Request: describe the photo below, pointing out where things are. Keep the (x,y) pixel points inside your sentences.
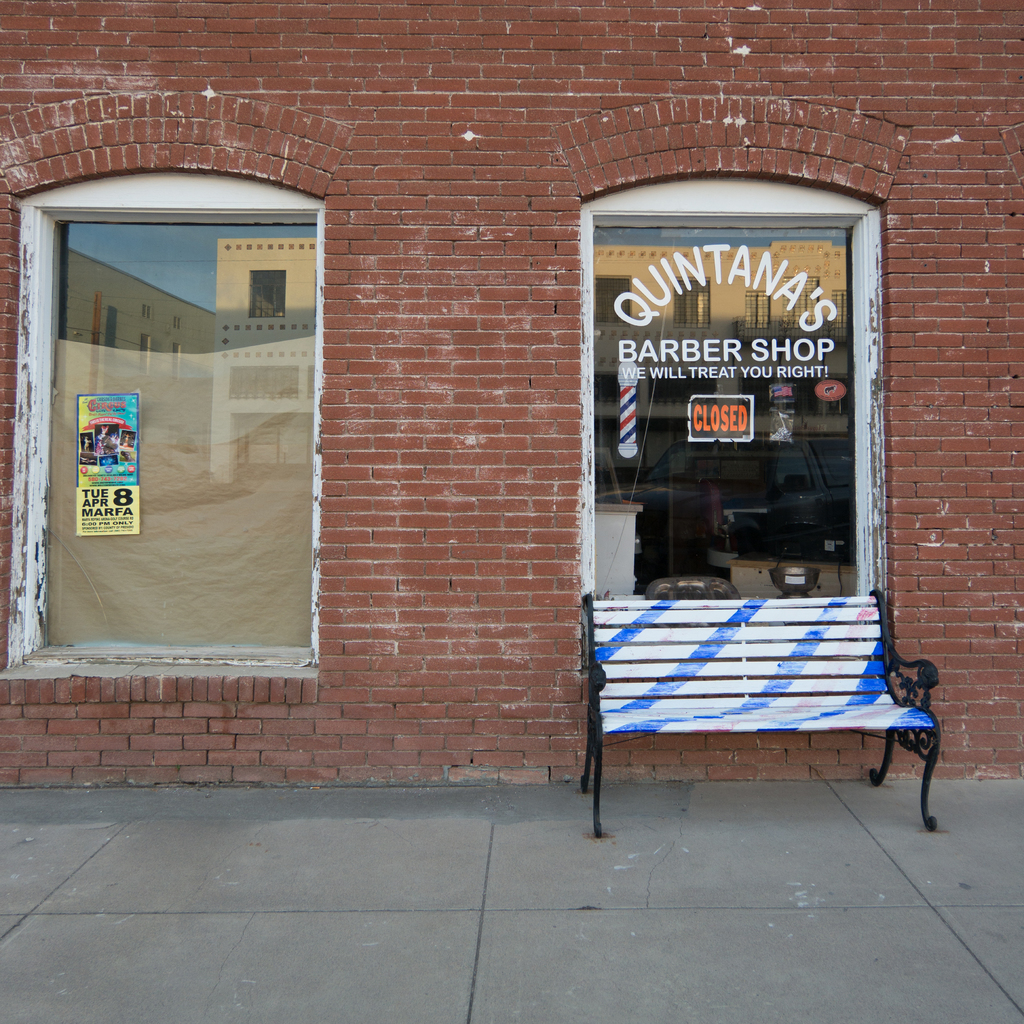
In this image we can see building (484,657), bench (610,726) and floor (419,931).
